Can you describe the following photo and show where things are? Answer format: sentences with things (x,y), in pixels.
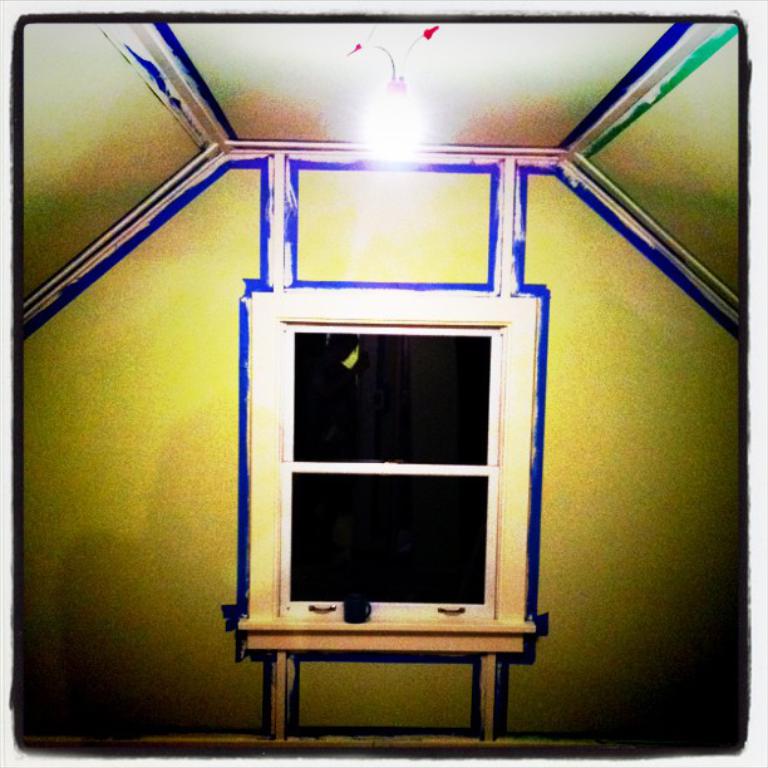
This is an edited picture. In this image there is a cup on the table (249,644) and there is a window (410,401). At the top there is a light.
